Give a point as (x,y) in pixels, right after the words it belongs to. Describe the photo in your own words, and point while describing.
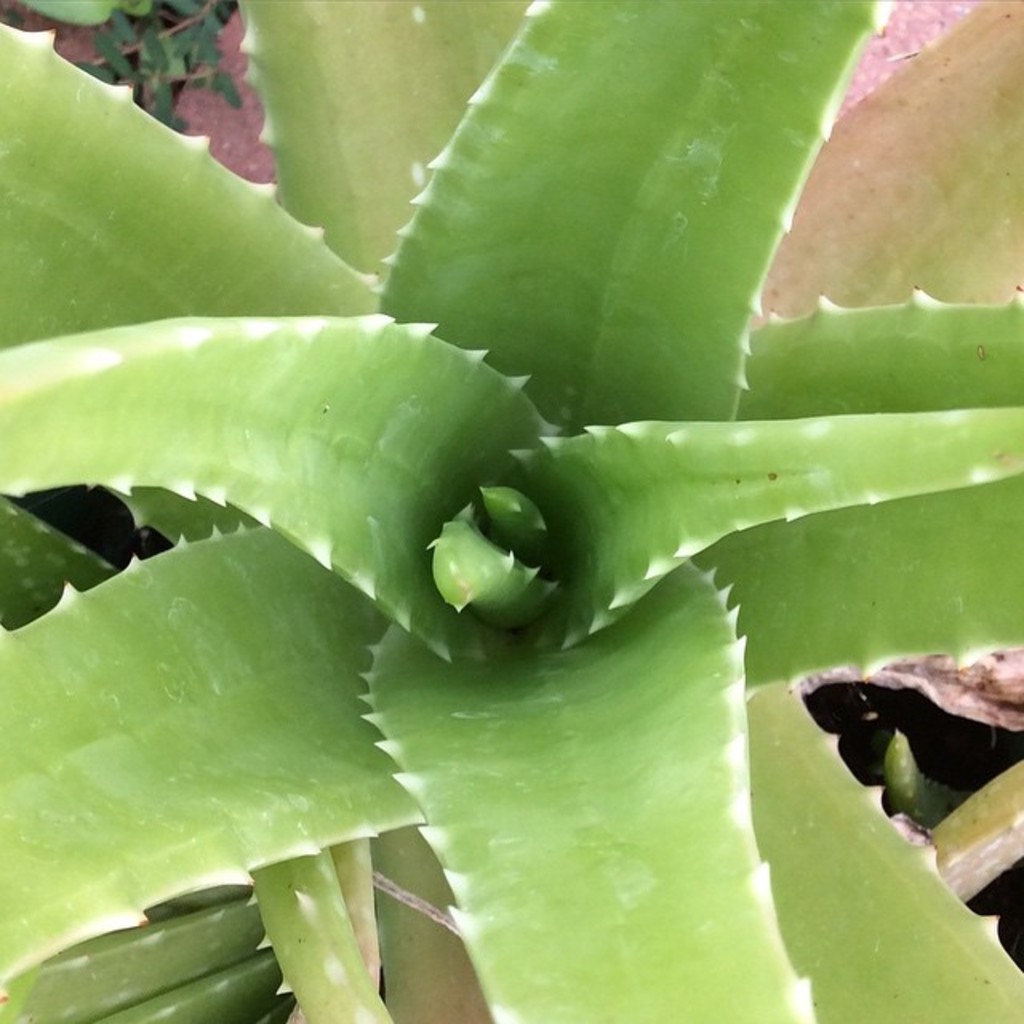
In this picture we can see Aloe Vera plants (241,646) and in the background (175,114) we can see leaves (159,44).
